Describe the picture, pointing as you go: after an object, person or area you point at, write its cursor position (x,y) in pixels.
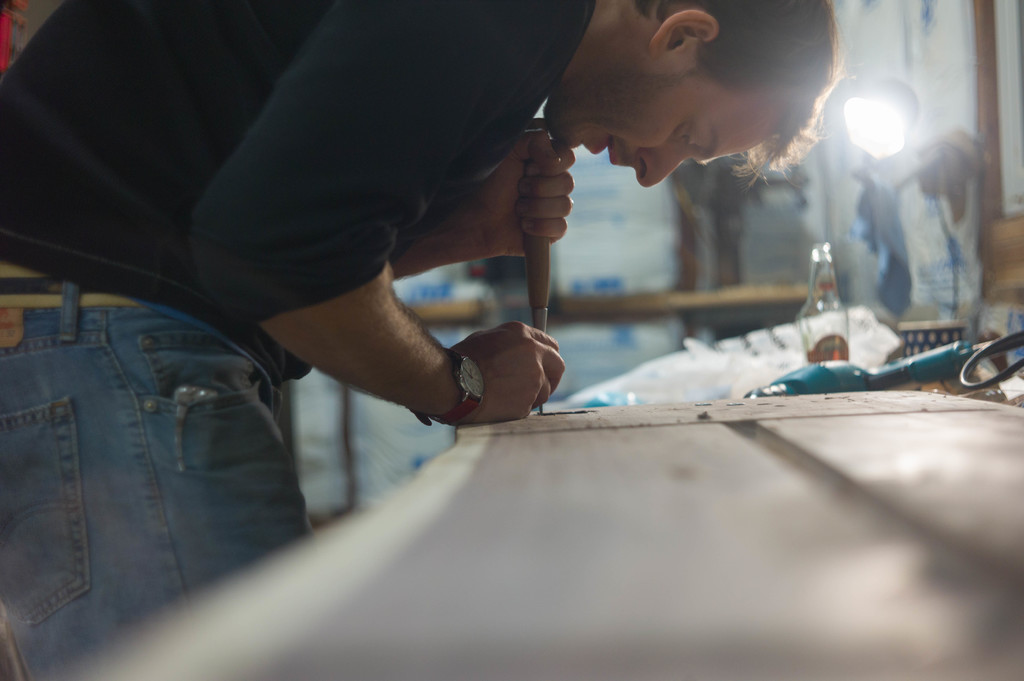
In this image there is a person (513,200) carving on the wooden board (646,492). Beside the board (770,400) there is a bottle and a few other objects (860,352). In the background of the image (872,150) there is a light (872,150). There is a table (668,304) and there are some objects (699,201).
